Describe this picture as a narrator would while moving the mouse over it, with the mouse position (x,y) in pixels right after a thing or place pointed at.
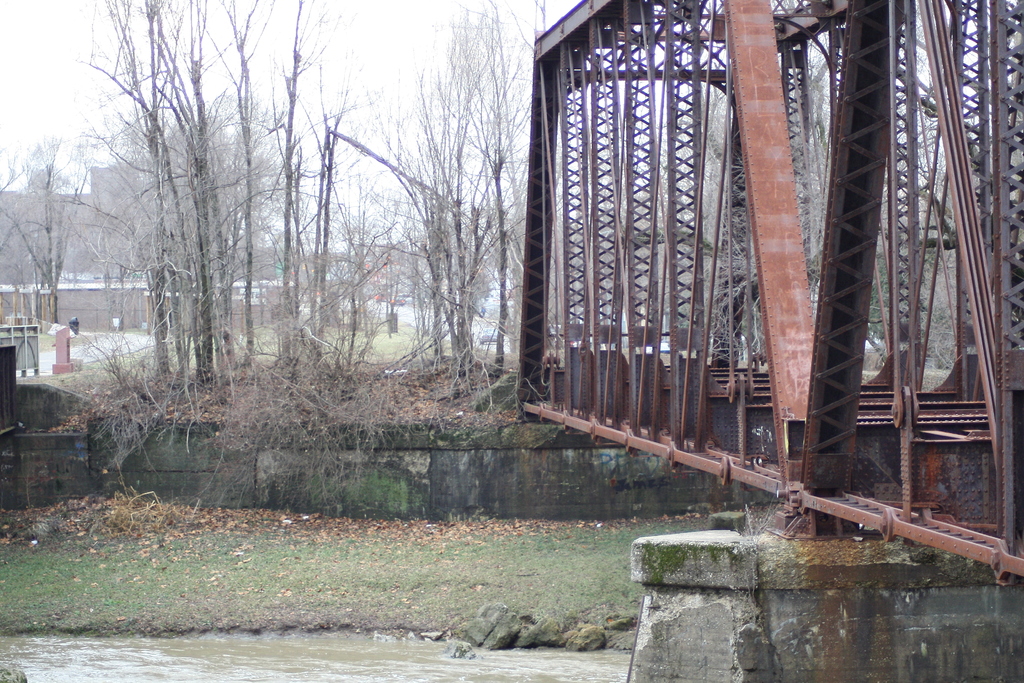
In this image I can see few dry trees (321,219), buildings (109,195), bridge (1012,420), water (219,670) and few dry leaves (426,530). The sky (353,171) is in white color.
